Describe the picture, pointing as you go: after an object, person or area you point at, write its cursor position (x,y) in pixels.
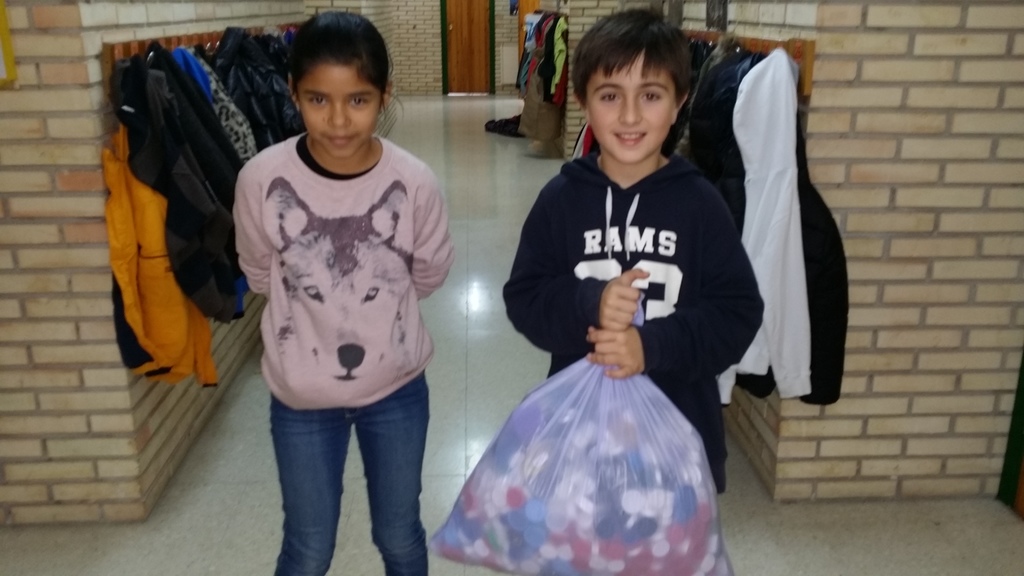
In this image I can observe a girl (339,272) and a boy (568,183). The boy (595,273) is holding a cover (655,462). In the background (209,168) the dresses (201,132) are hanged to a hanger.
